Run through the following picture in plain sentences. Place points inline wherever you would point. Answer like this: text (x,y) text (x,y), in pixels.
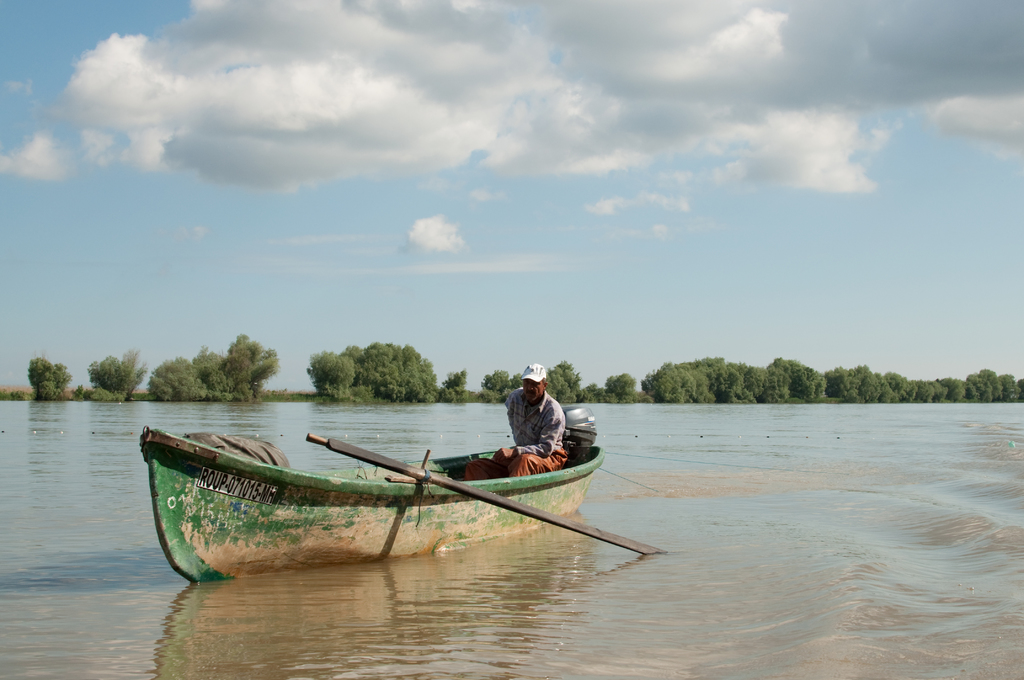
In this image we can see a person (515,440) on the boat (389,510), which is in the river (750,549). In the background (489,376) there are trees (171,363) and sky (549,248).
